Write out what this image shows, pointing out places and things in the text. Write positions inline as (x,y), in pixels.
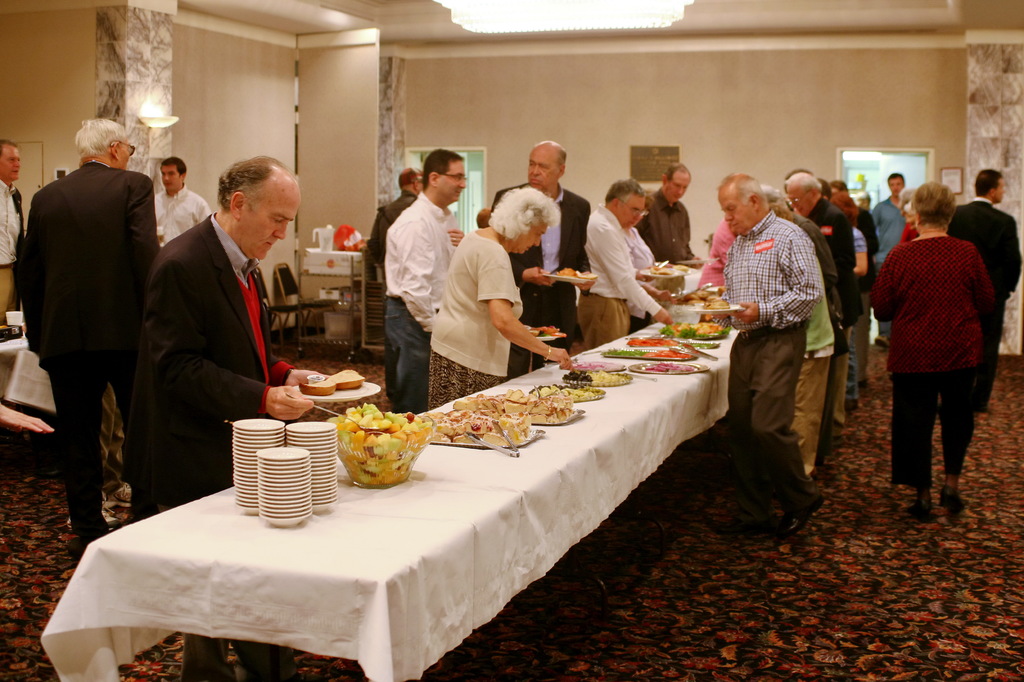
In the image we can see that there are many people (632,236) standing and holding plate (376,385) in their hand (533,268). There is a table (341,541) on which food (486,427) is kept. This is a plate (659,363), bowl (381,455), spoon (477,442) and there are chairs (293,283). There is a carpet (774,609) which is in red color. There are pillars (135,65).
